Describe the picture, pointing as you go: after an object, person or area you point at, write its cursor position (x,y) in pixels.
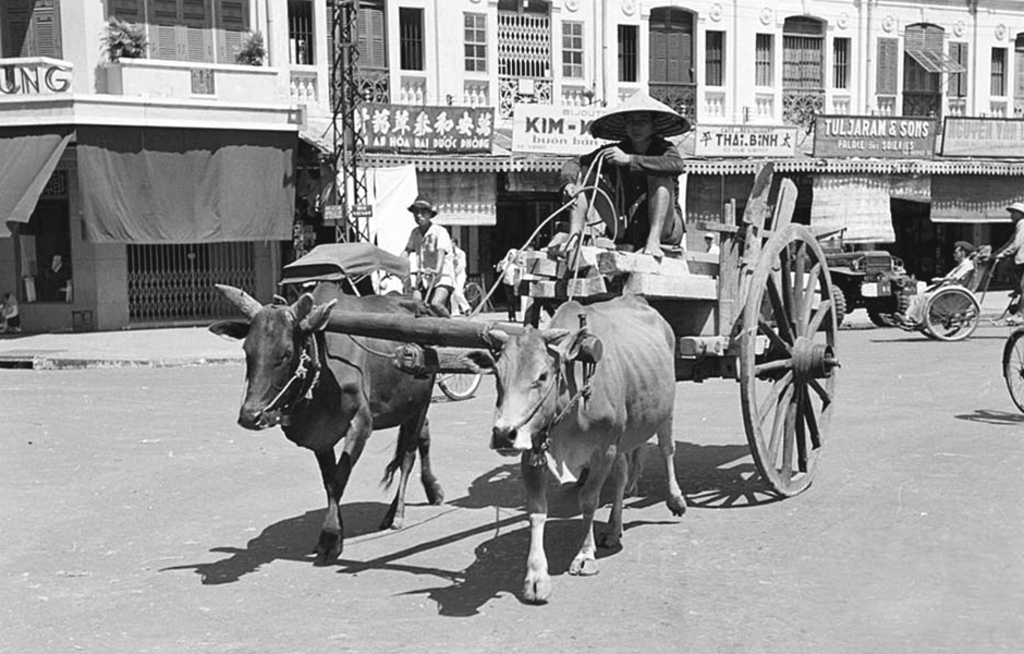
In the picture we can see some group of persons (414,233) riding vehicles (958,293) on road (450,430), in the foreground of the picture (544,392) there is a person (623,146) riding bullock cart (538,456) and in the background of the picture (549,181) there are some buildings (595,49) to which boards (471,144) are attached.
